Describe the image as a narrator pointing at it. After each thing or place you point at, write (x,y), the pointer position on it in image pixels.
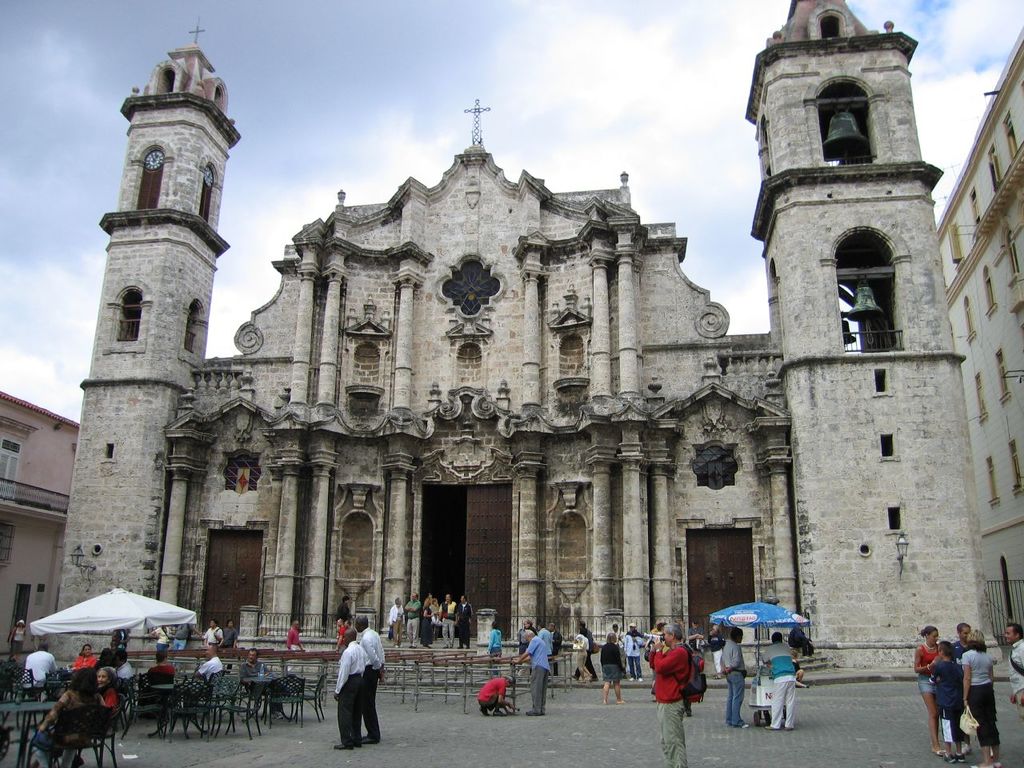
In this image I can see the group of people (534,688) with different color dresses (360,683). I can see few people (160,675) are sitting on the chairs (183,699) and few people (787,712) are standing. In the background (556,496) I can see the buildings (696,411) with windows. I can also see the clouds (688,100) and the sky (316,54) in the back (268,81).
